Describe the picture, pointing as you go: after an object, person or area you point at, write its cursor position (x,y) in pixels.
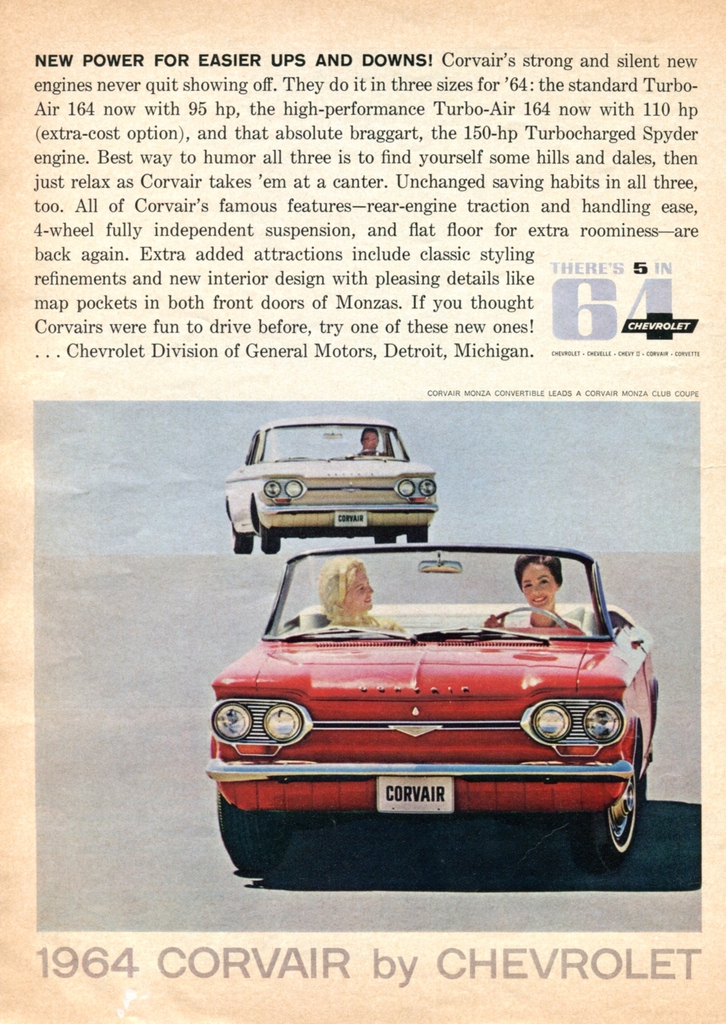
In the image I can see a poster (435,416) in which there are two cars (510,557) in which there are people (558,573) and also I can see something written on it.
